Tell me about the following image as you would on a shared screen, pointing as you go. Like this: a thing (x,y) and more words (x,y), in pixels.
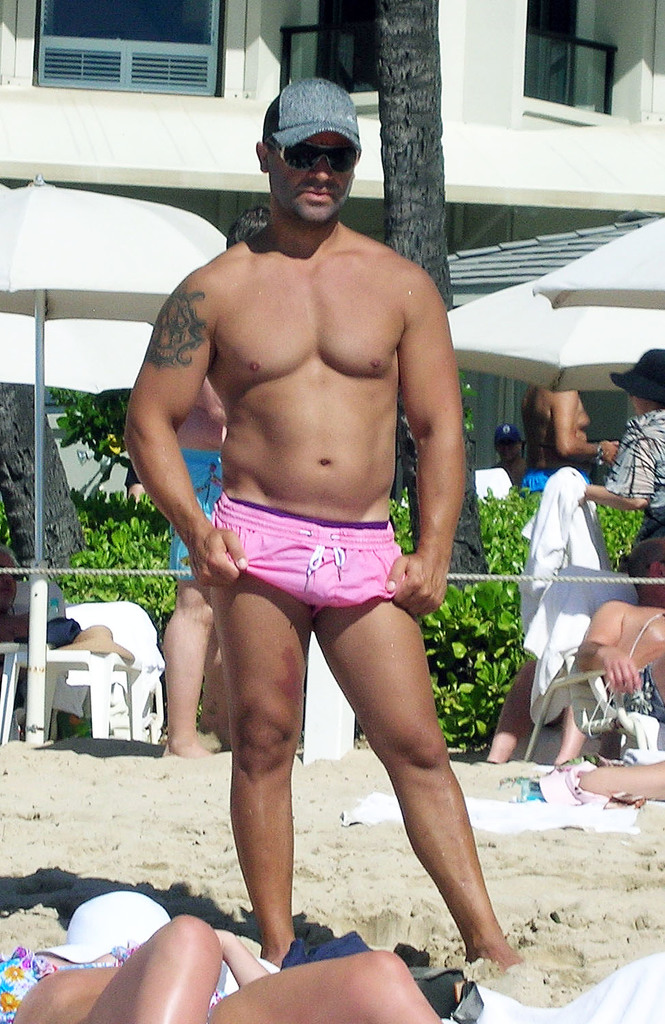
In the image there is a man (363,486) in pink shorts (349,525) and cap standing on the sand (41,861), there are few people (119,983) lying on either sides of him, in the back (293,80) there is building (96,41) with a tree (438,48) and umbrella (90,353) in front of it.
